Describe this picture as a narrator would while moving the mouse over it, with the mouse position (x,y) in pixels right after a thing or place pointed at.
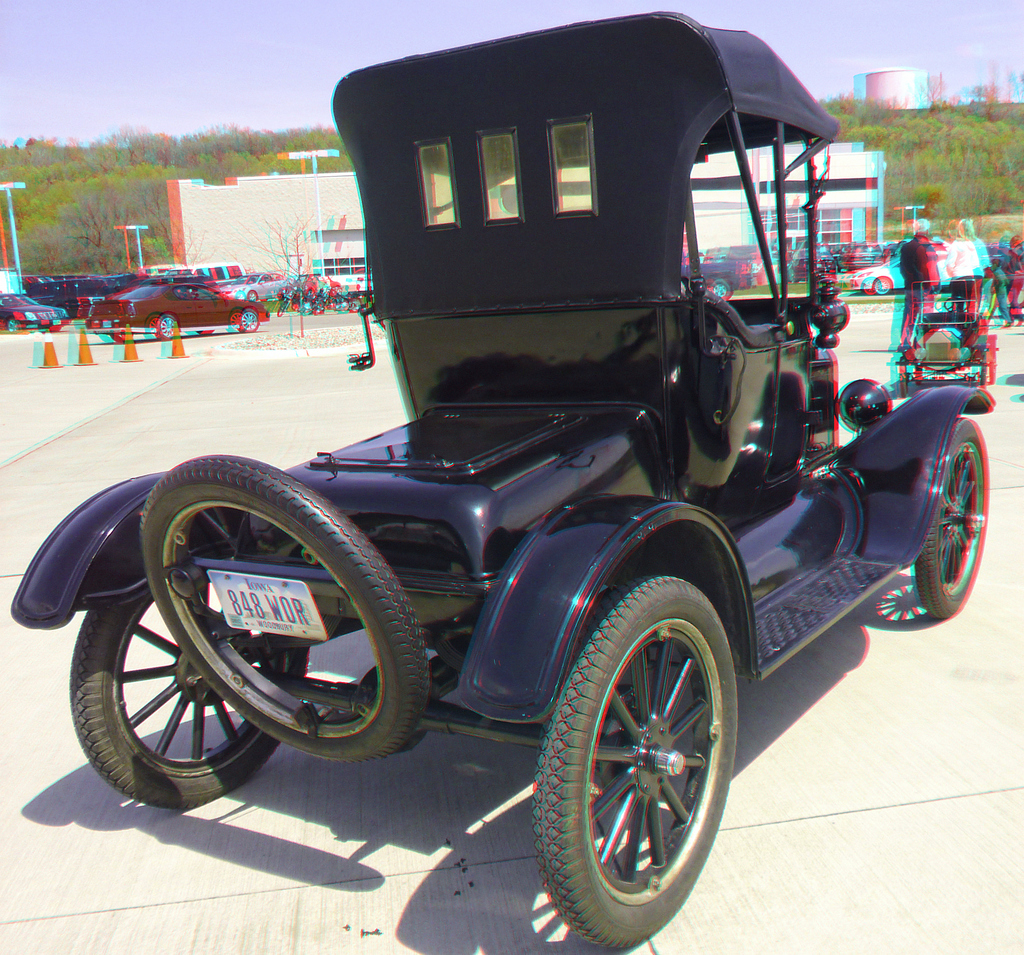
In this picture there is a black color vehicle (719,641) and there are few persons (961,250) standing in the right corner (924,254) and there are few vehicles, buildings (343,207) and trees (956,136) in the background (337,199).
